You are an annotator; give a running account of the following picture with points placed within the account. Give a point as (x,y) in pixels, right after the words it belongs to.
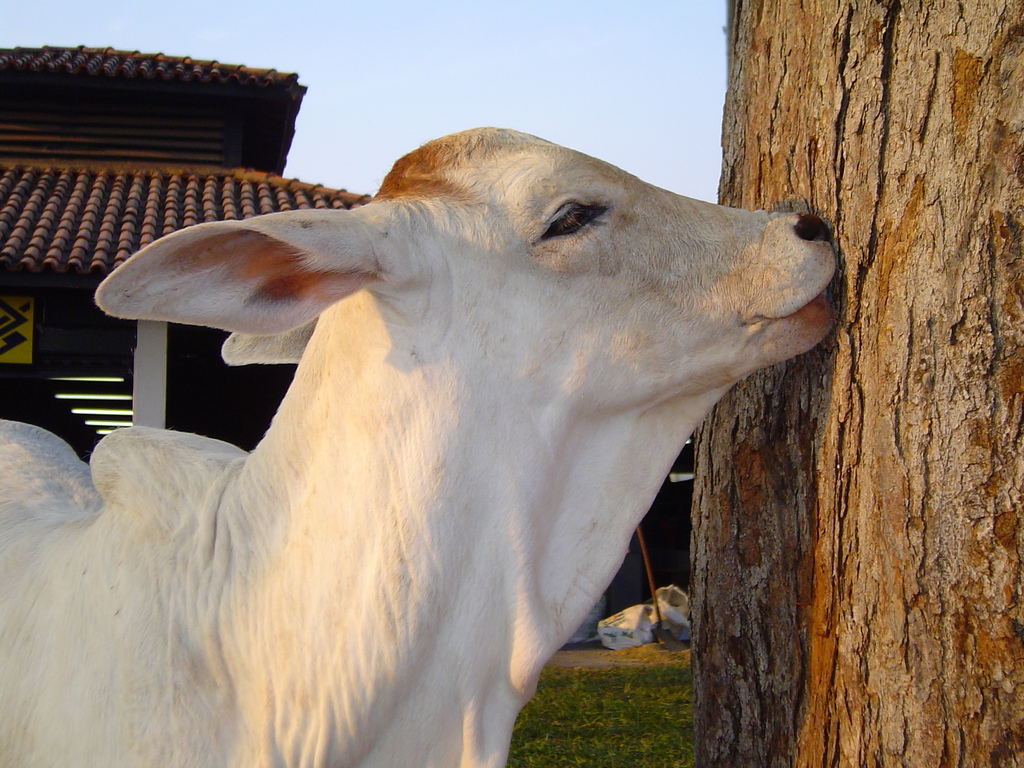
In this image I can see an animal (478,387). There is a tree trunk (956,622). In the top left corner (175,102) it looks like a shelter (81,356). There are some other objects (664,605) and in the background (571,135) there is sky (565,123).
